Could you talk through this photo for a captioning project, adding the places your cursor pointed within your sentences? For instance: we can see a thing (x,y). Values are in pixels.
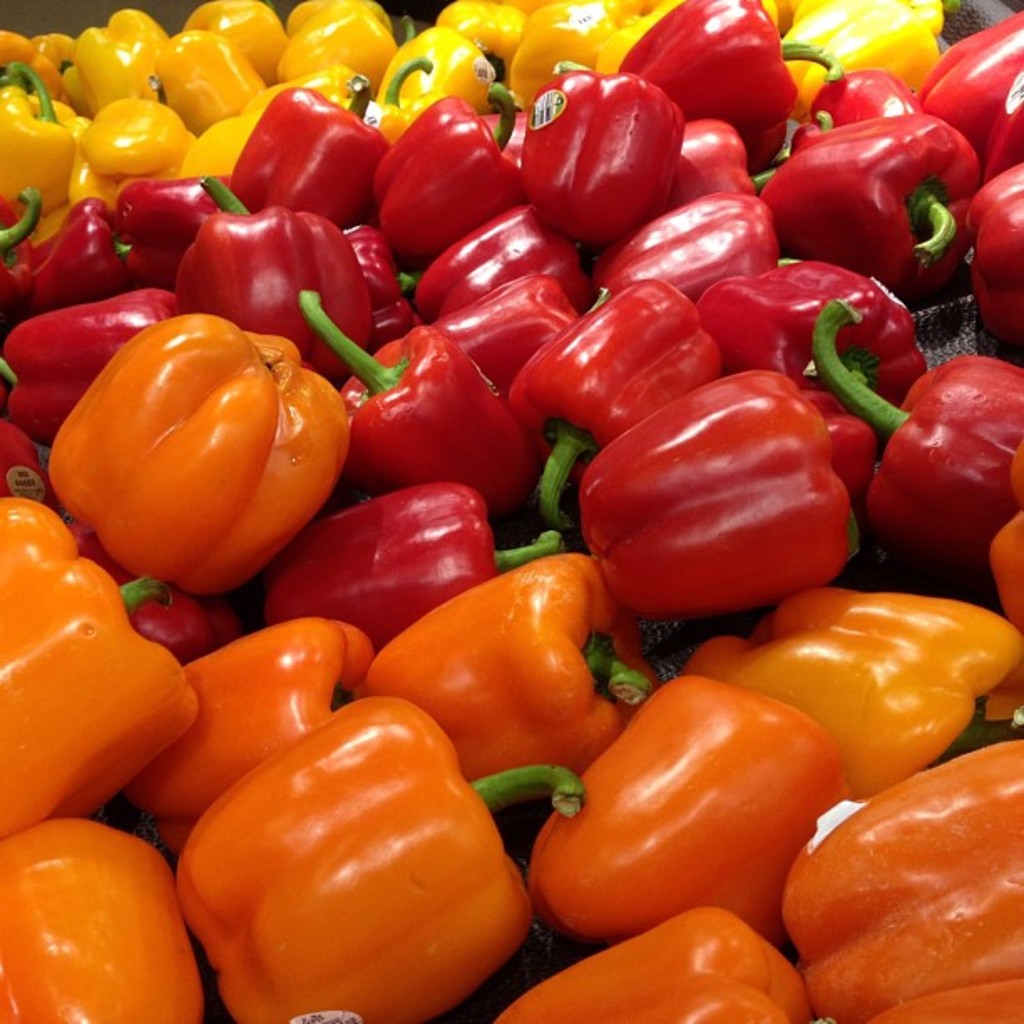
In this image I can see number of capsicum (416,216) which are yellow, red, and orange in color and I can see few stickers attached to them.
